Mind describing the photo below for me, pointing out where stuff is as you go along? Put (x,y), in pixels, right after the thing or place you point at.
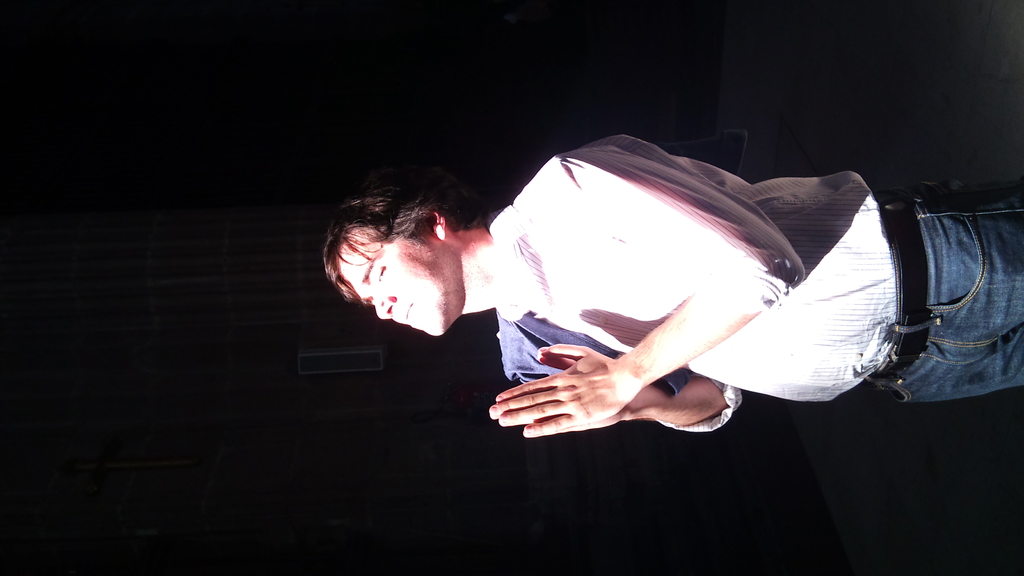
In the foreground of this image (700,313), there is a man (620,316) standing, closing eyes (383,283) and praying and there is the dark background (289,467).
